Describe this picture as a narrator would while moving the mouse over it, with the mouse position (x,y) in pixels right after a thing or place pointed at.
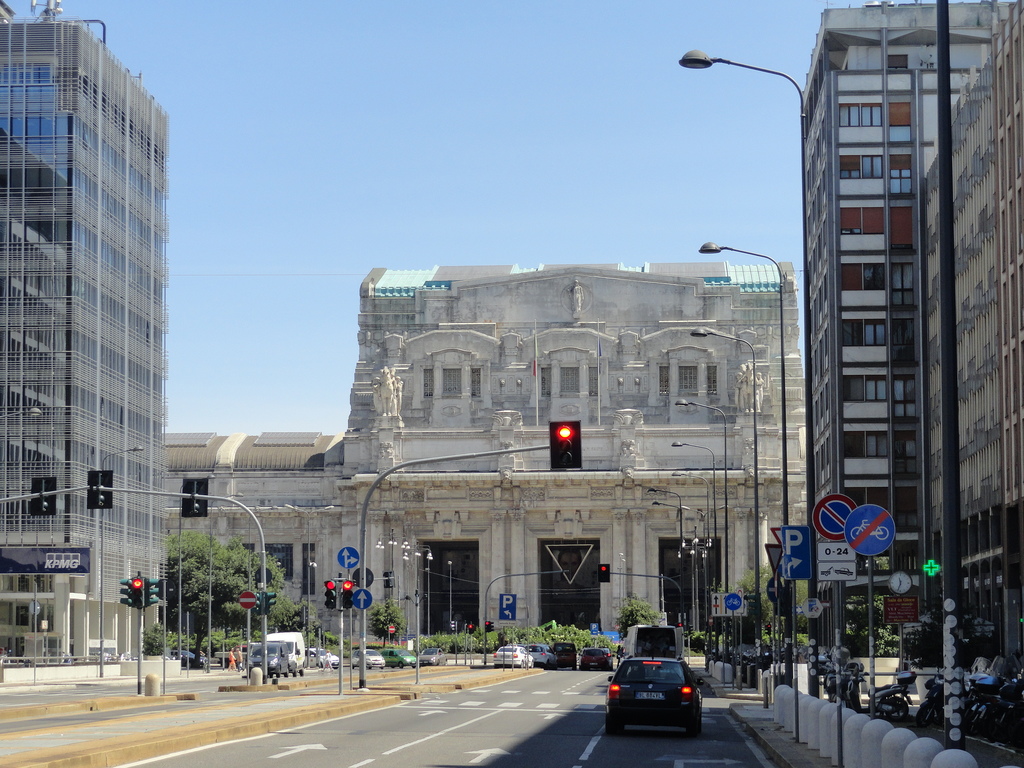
In this picture we can see vehicles (615,711) on roads (308,671), poles (263,557), traffic signal lights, buildings (488,328) with windows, trees (272,587), signboards (818,611) and in the background (269,104) we can see the sky (578,161).
